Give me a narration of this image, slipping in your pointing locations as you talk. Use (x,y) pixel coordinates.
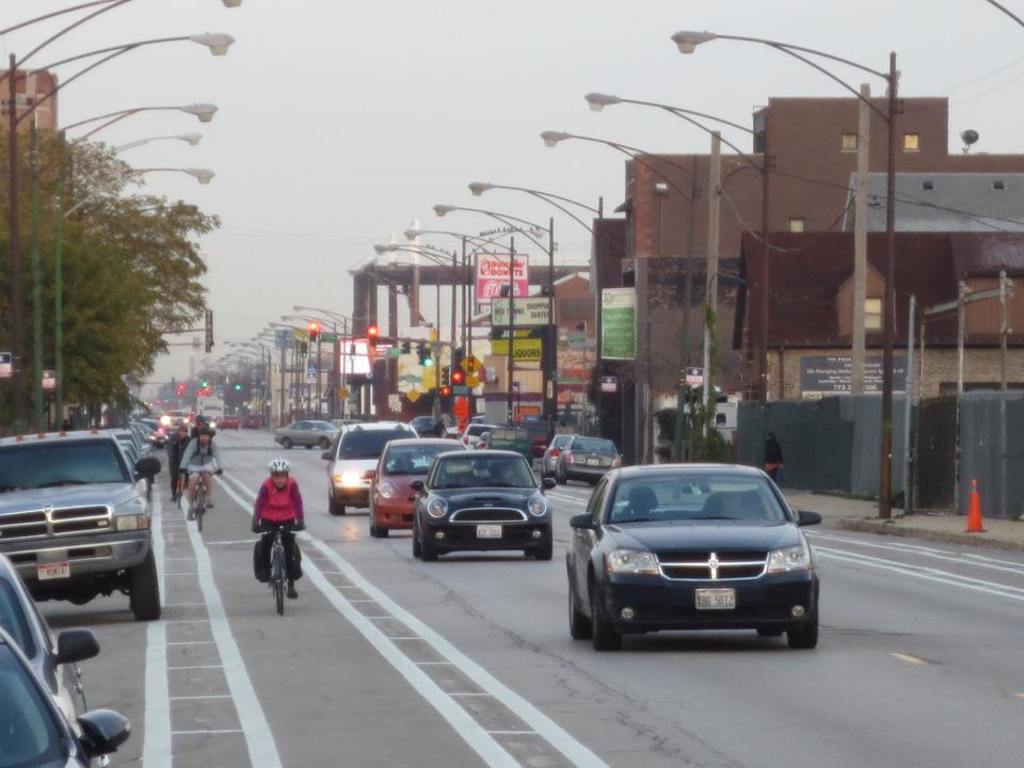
On the left side (85,517), there are vehicles (75,686) on the road (197,542) on which, there are white color line (225,625), persons (174,496) cycling and there are vehicles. On both sides of this road (594,727), there are buildings (624,407) and lights (206,382) attached to the poles (885,489). In the background (401,306), there is sky (309,124).
